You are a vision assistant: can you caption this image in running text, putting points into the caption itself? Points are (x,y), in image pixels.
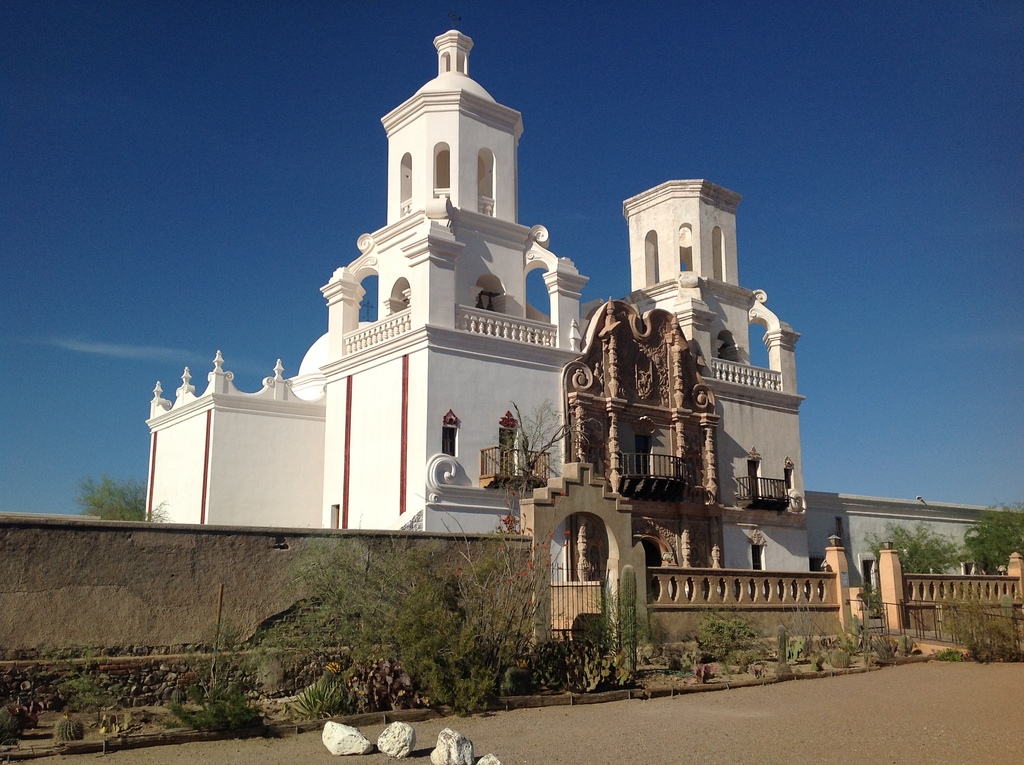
At the bottom of the image (392,724) on the ground (568,736) there are few stones (459,751). And also there are small plants (809,639). Behind the plants (343,601) there is a fencing wall (645,581) with pillars (843,588) and arch (583,489). Behind the wall (816,577) there is a building (498,467) with walls (408,423), windows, pillars (432,299), sculptures (645,329) and railings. At the top of the image (621,161) there is a sky (810,481).
